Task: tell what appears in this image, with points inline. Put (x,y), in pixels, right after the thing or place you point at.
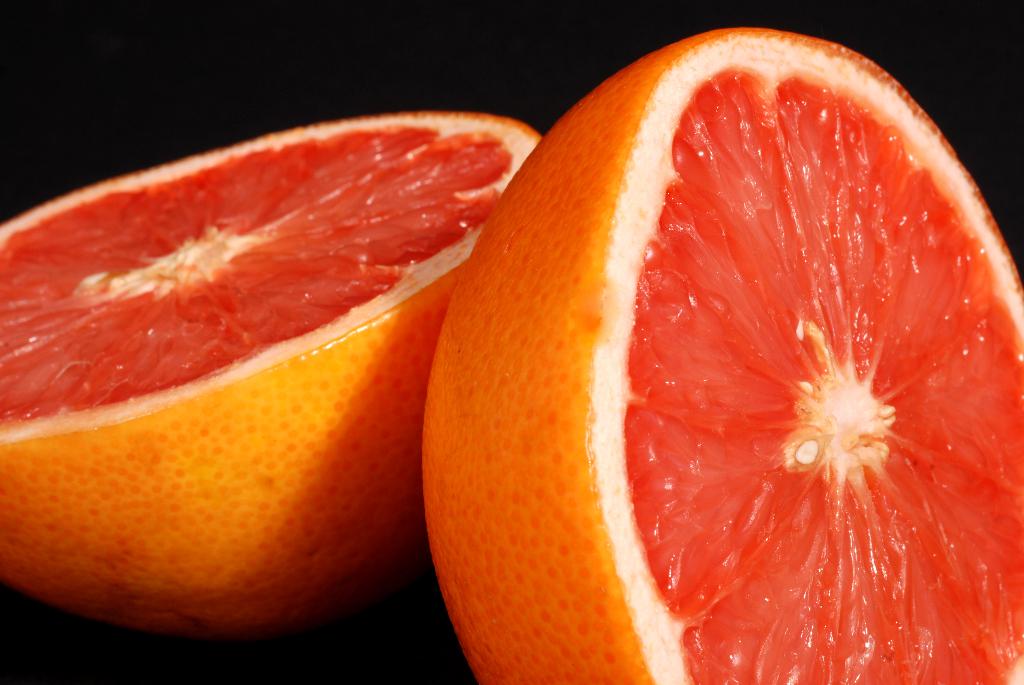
In this image we can see a orange (670,609) which is sliced into two pieces (713,265).
